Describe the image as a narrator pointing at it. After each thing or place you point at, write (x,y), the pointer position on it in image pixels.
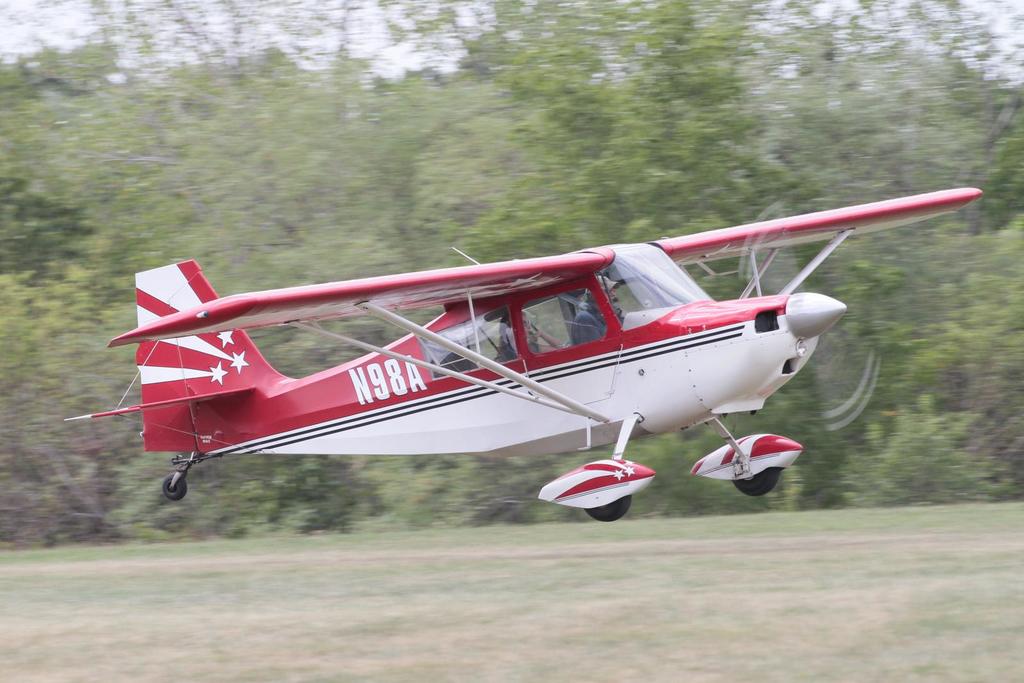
In the image i can see the aeroplane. A text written on it and i can also see the trees (386,208) in the background (45,395).
